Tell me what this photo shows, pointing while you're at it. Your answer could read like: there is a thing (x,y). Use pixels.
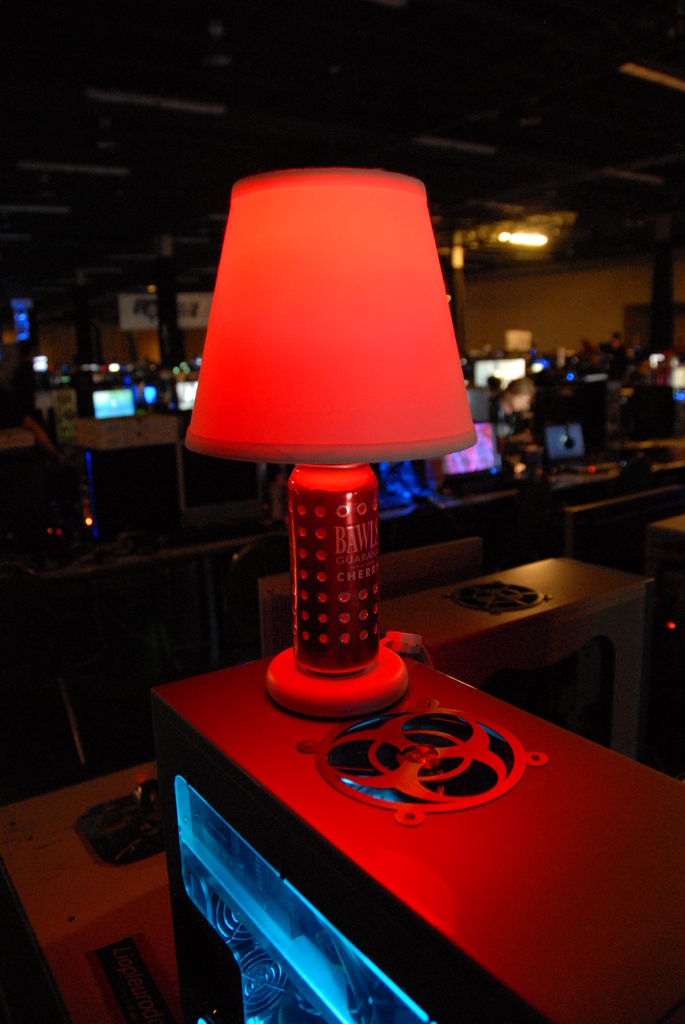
In this image there is a computer (450,961), on that computer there is a table lamp (337,577), in the background (681,460) there are tables (672,463), on that tables (681,460) there are computers (145,455), at the top (525,154) there is a roof (517,167) and a light (536,235).
